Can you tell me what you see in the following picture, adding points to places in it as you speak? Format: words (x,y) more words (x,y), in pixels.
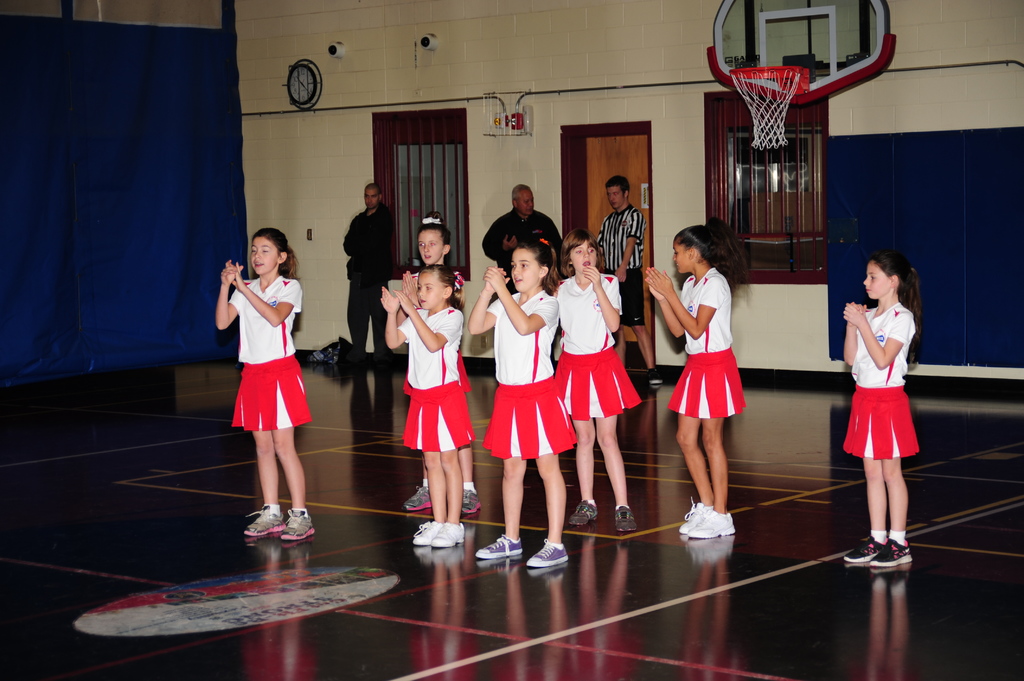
In this picture we can see a group of girls (262,307) standing on the floor (606,601). At the back of them we can see three men (513,228), basketball hoop (829,66), clock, wall (295,116), door (643,152), cloth (224,220), windows (389,194) and some objects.
